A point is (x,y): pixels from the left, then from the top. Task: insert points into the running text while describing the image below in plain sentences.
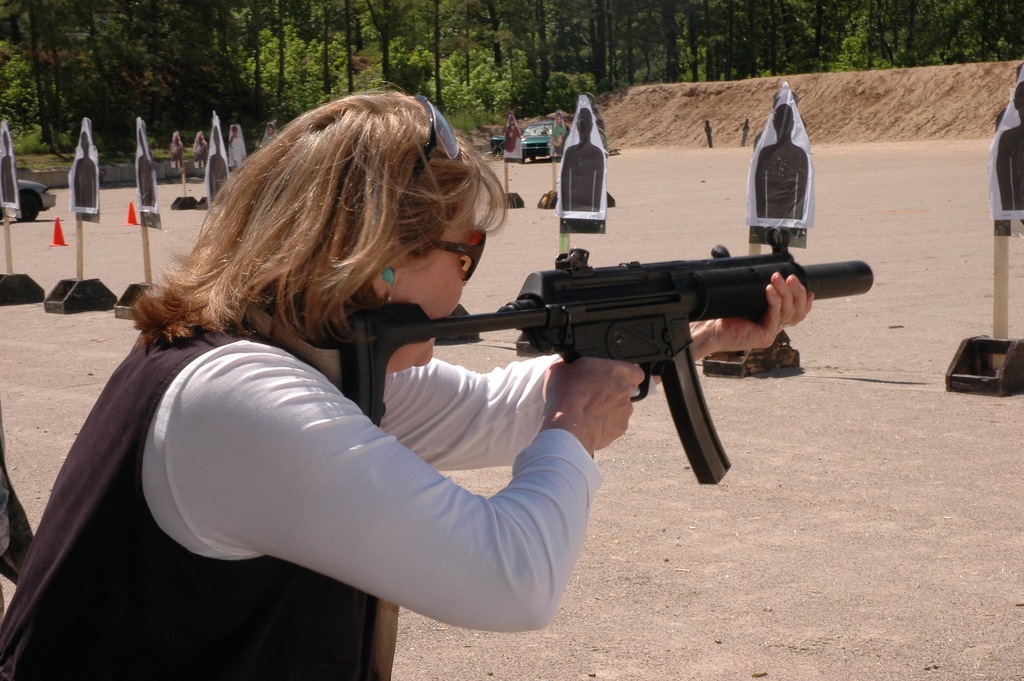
In this image there is a person (298,503) holding a gun (701,428) and shooting the target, there are few targets (142,209), cones (58,236), few trees (65,146), a vehicle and sand (852,148).
